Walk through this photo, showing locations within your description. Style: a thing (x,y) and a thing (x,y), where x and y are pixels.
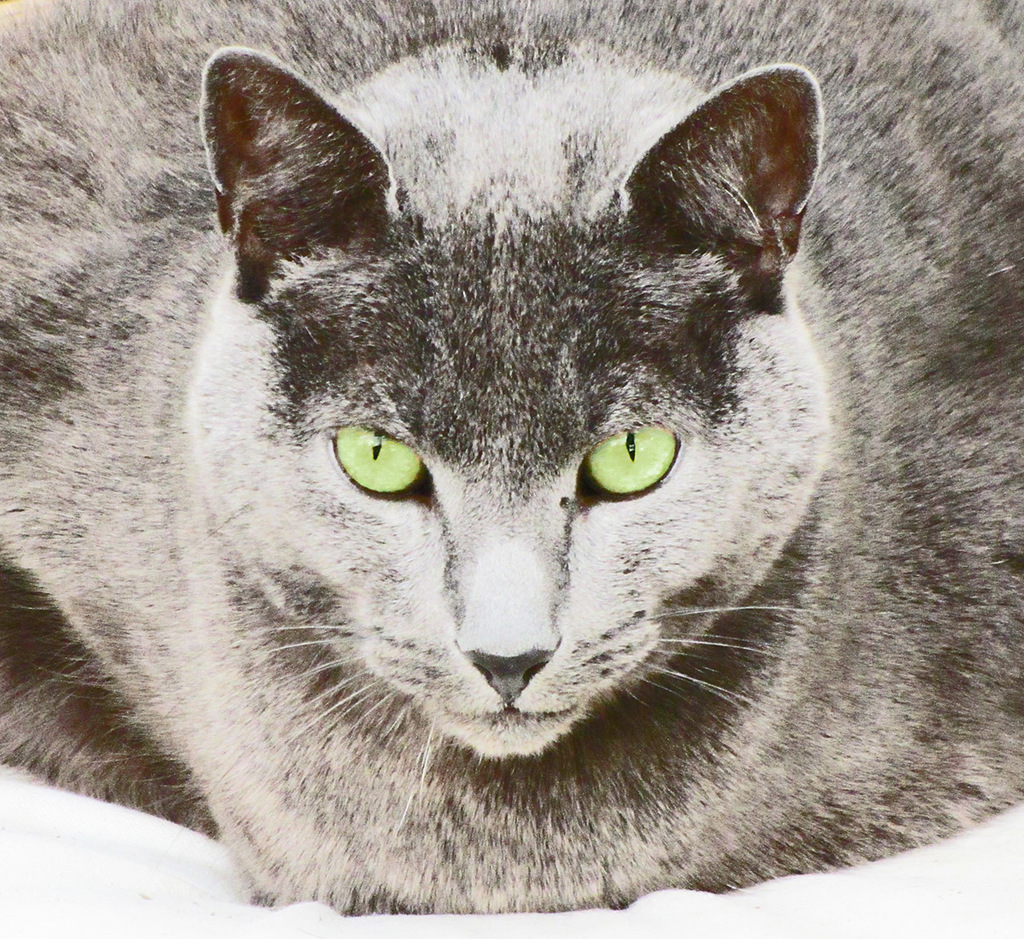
In this image I can see a cat (202,228) is looking at this side, it is in black and white color. This cat (896,401) has green color eyes (616,450).
